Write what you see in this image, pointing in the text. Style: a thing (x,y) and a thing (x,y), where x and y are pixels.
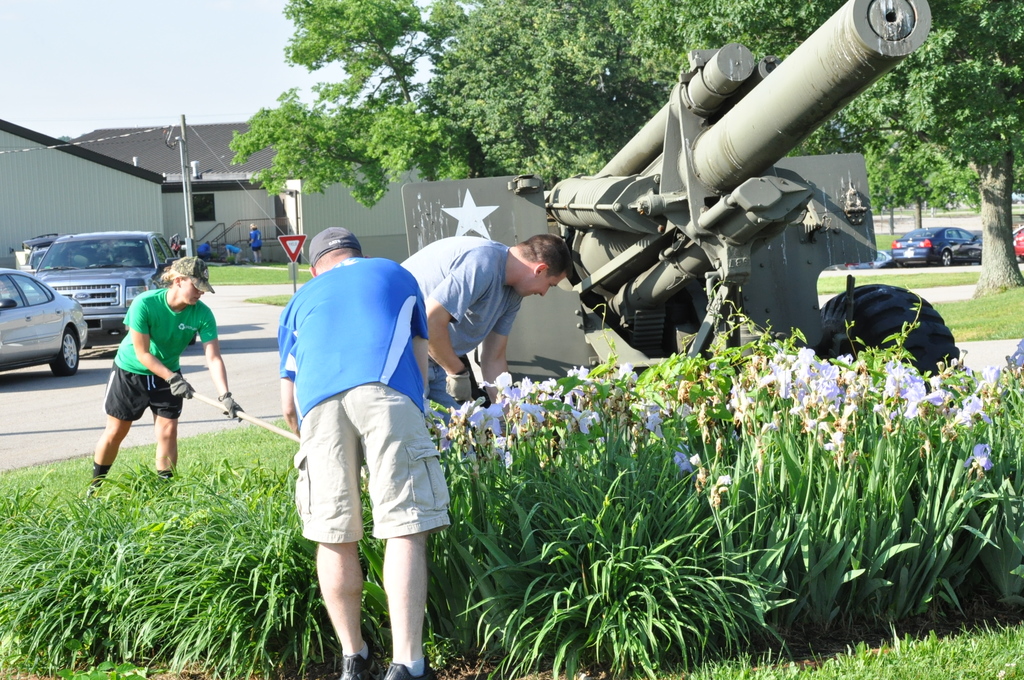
Here we can see three persons (309,502) and he is holding a stick (294,436) with his hands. This is grass (935,665). There are plants (589,529) and flowers (532,413). There are vehicles (30,319) on the road (245,313). Here we can see a pole (191,234), sheds (220,144), board (288,245), trees (1001,245), and few persons (231,251). In the background (180,76) there is sky (165,90).
